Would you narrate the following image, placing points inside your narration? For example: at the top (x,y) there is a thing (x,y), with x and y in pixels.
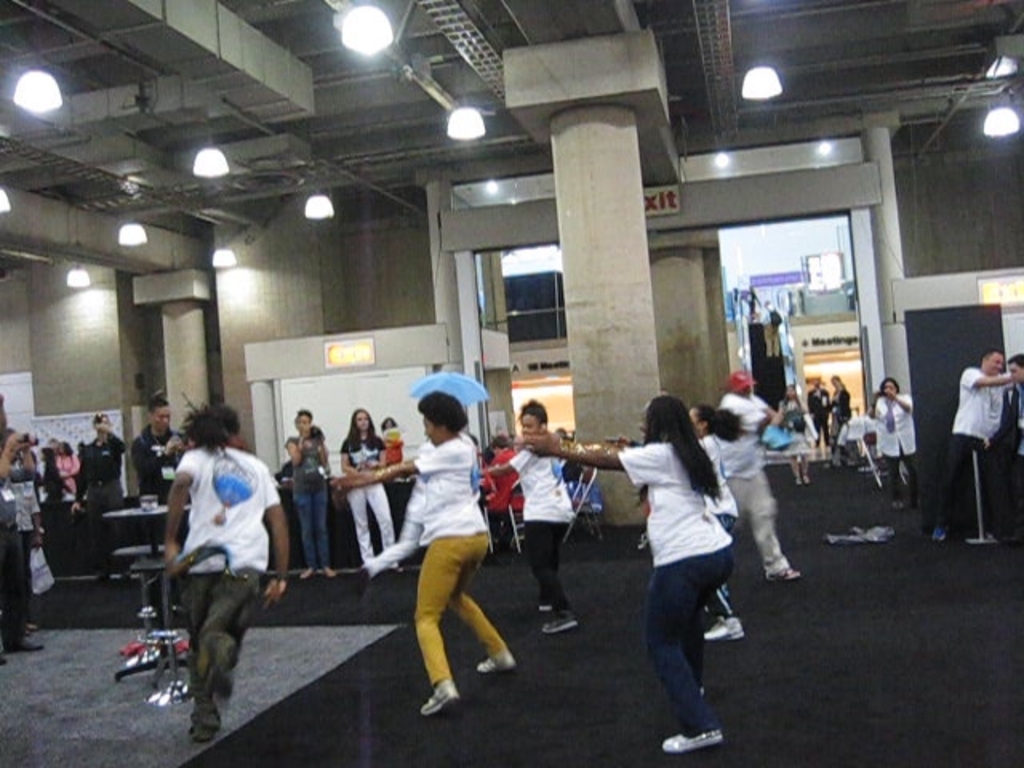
In this image we can see people (726,526) and few of them are dancing on the floor (742,711). There are tables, pillars (571,302), boards (527,353), posters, lights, and wall (7,365).
